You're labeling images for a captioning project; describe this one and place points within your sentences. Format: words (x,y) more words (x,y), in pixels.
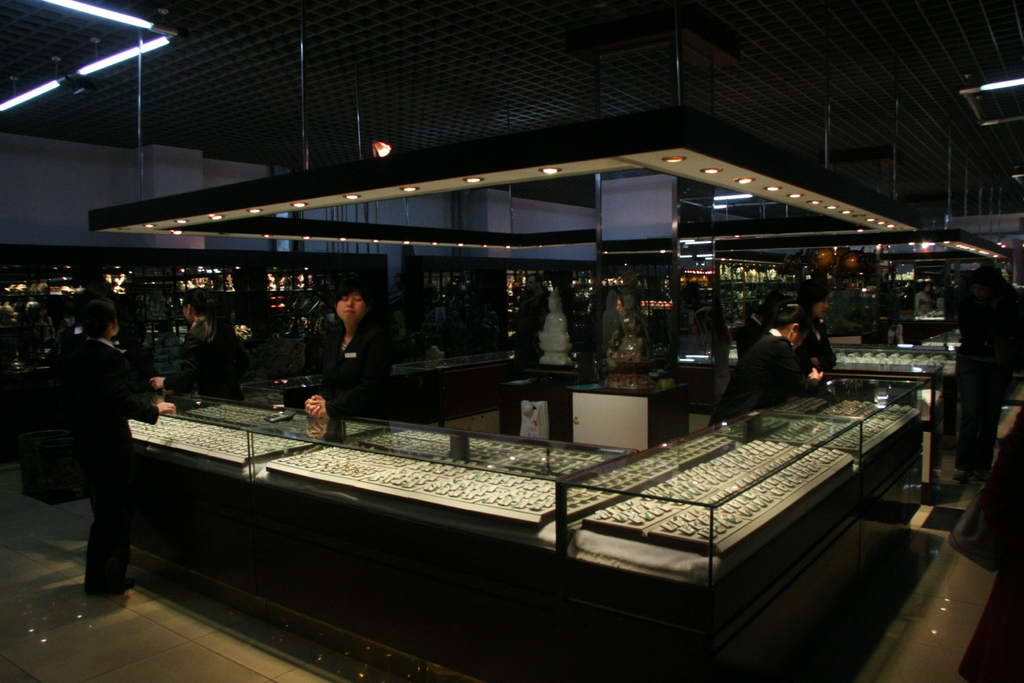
In this picture we can see the inside view of the jewelry shop (498,389). In the front (364,372) we can see a woman (354,357) wearing a black suit (354,361) and standing near the table (349,440). In the front (579,516) there is a glass table (517,486) with some jewelry (687,472) in the box (656,534). On the top (353,180) there is a spot lights (706,171) hanging from the ceiling (256,117). Behind there is a dark background (637,266).
